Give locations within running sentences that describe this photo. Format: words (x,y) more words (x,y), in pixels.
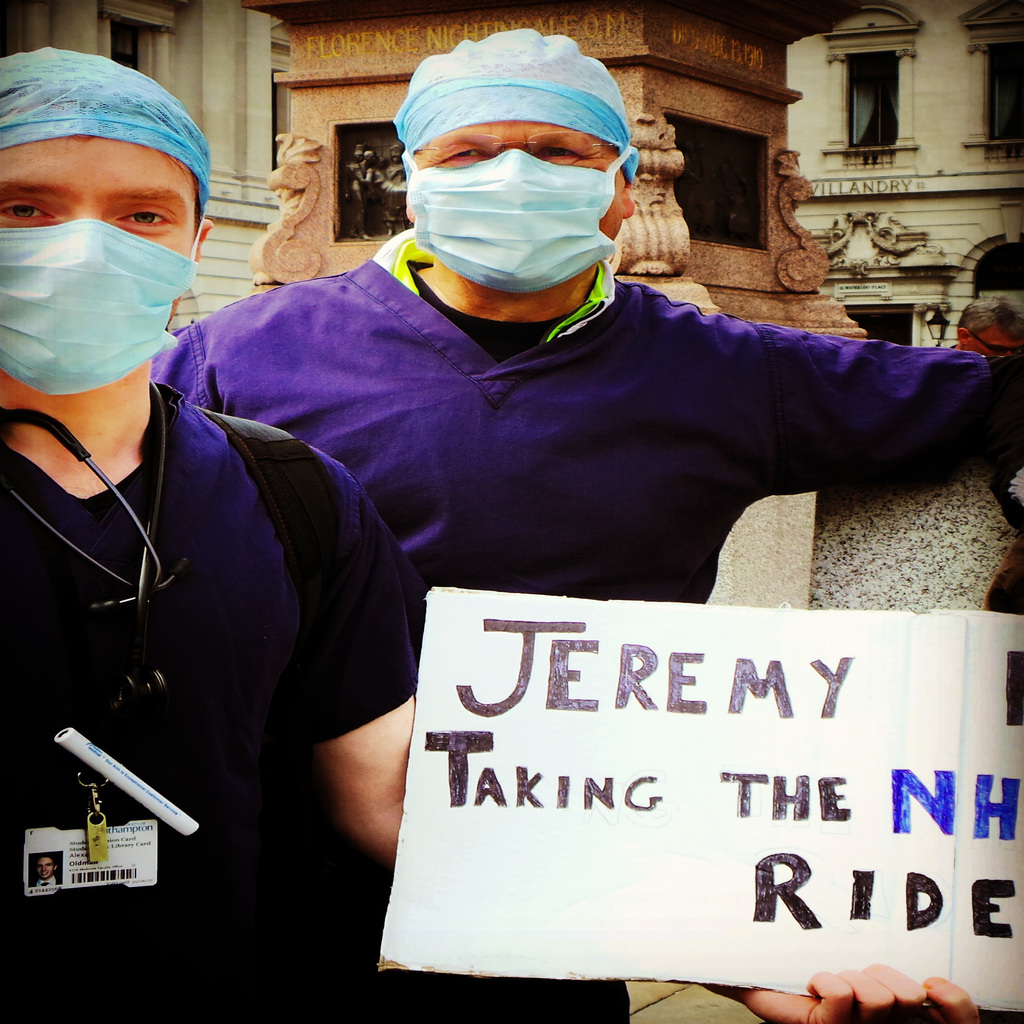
There are two men (287,678) standing and holding a poster (816,828) as we can see in the middle of this image (587,664). We can see the buildings (953,289) in the background (851,194).
